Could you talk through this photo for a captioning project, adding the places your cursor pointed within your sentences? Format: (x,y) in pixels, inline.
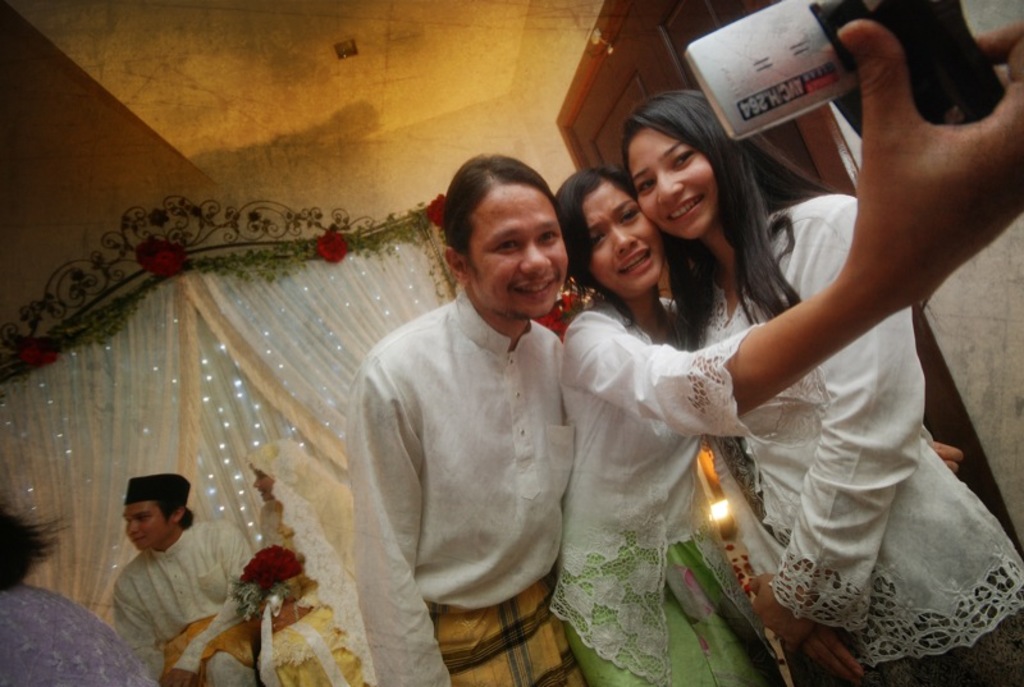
In this picture, we can see a few people (873,60), curtains (339,303), door (673,59), light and we can see a roof (368,97) and wall (1009,400).
